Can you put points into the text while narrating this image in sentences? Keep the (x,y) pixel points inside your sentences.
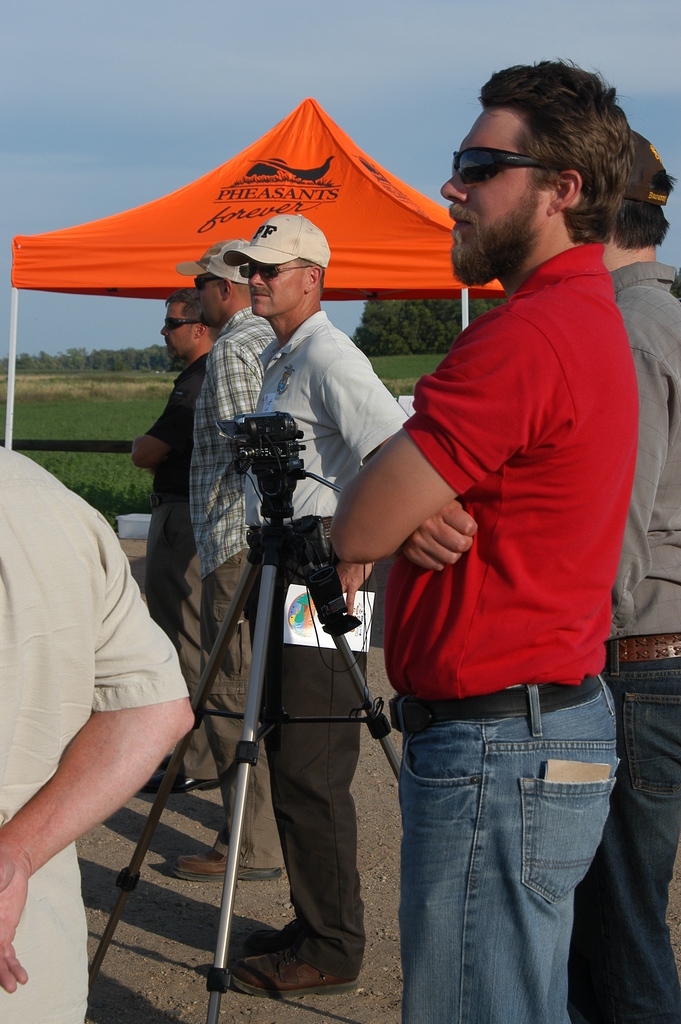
In this image there are few persons (311,469) standing on the road (207,936). There is a camera (245,459) with a stand (245,598). Trees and grass (106,458) are also visible. Sky (120,345) is at the top (142,303).
